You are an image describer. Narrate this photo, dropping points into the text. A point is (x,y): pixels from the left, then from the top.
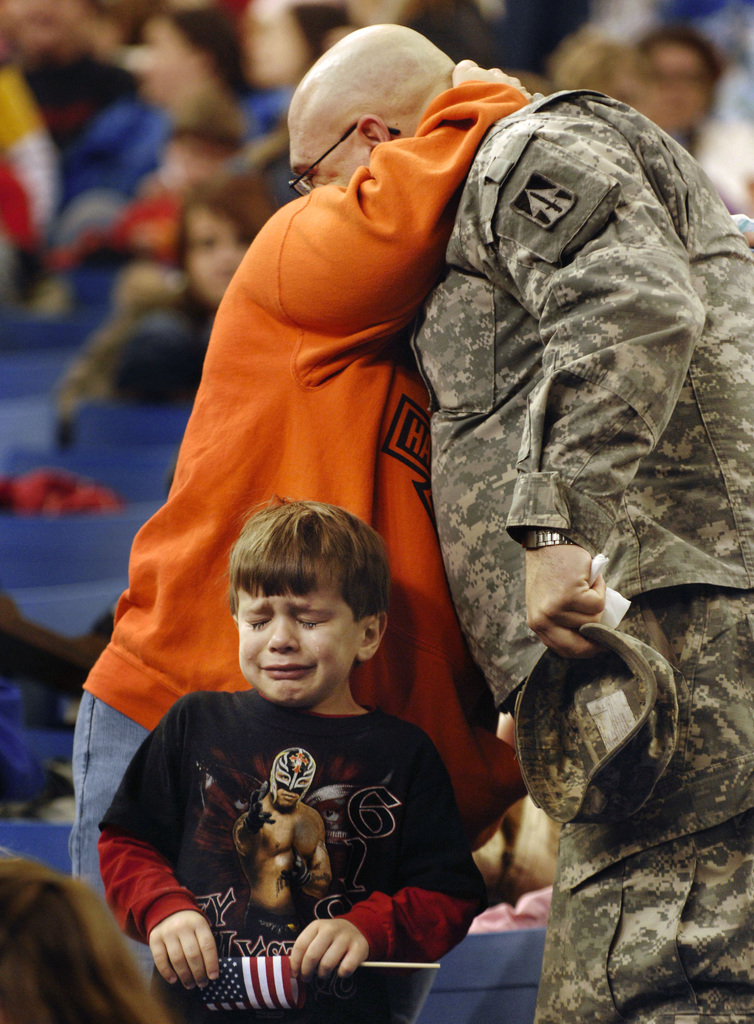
In this image there are two people (338,313) hugging each other. In front of them there is boy (244,810) standing and crying. He is holding a flag (273,977) in his hand (349,971). Behind them there are people (150,257) sitting on the chairs (106,410).
